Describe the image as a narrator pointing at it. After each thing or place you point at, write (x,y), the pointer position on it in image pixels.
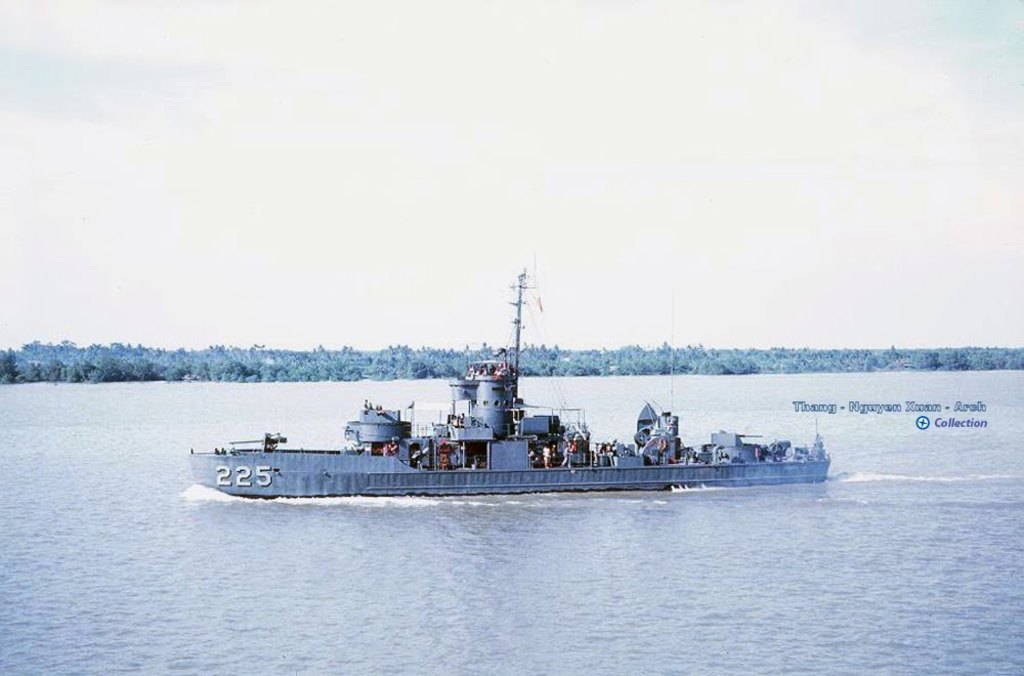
In the center of the image (393,423) we can see one ship (393,423) on the water (405,539). In the ship (279,479), we can see some objects (234,455). And we can see some numbers (262,474) on the ship (266,489). On the right side of the image (947,412), we can see some text (883,409). In the background (661,279), we can see the sky (678,187), clouds (686,273), trees (634,363) and water (446,381).
